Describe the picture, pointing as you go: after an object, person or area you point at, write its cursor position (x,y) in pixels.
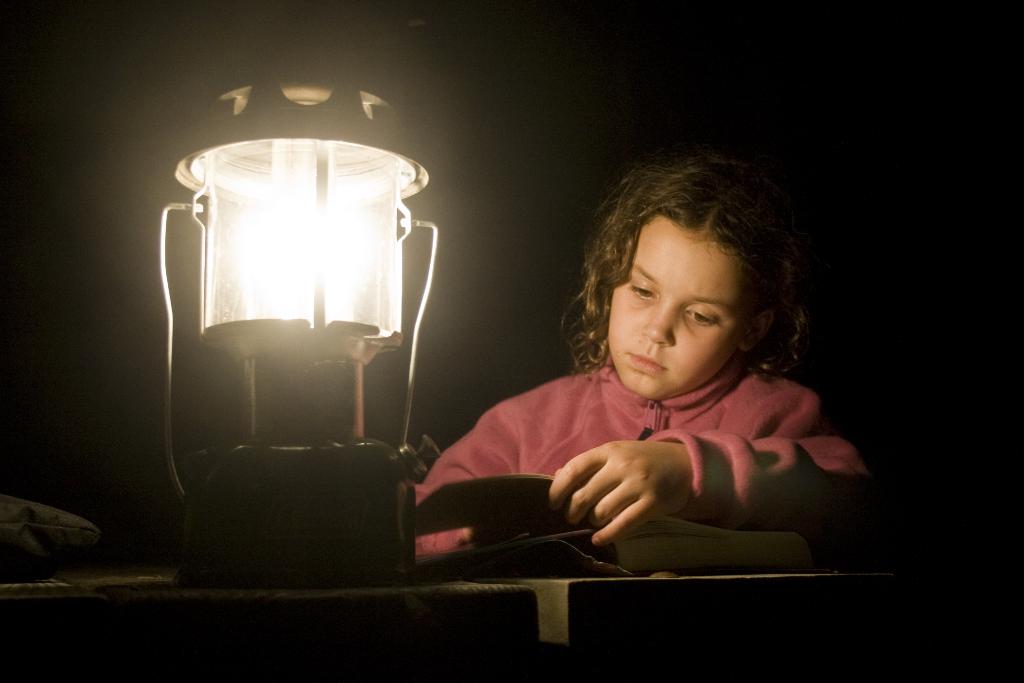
There is a lamp (350,467) and other objects (68,527) are present on a table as we can see at the bottom of this image (255,540). There is a kid (572,414) on the right side of this image (683,382) and it is dark in the background (103,175).
